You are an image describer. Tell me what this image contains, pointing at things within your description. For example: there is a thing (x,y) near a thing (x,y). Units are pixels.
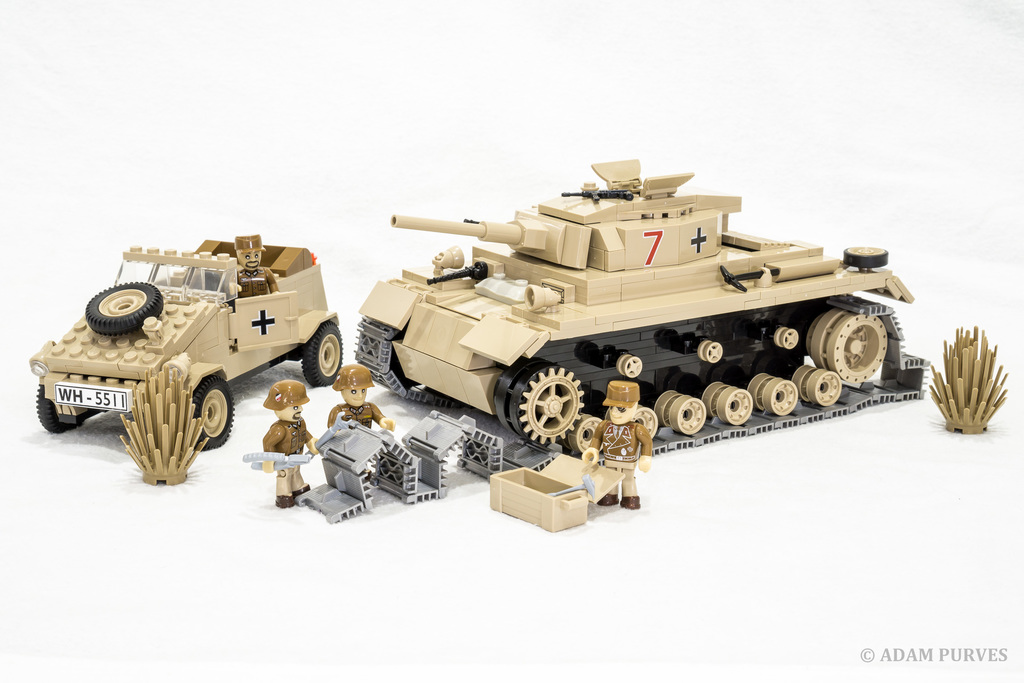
In this image there are toys (978,411) on the surface (724,540). There are vehicle toys (774,292). A person (260,285) is sitting in the vehicle (217,326). Few person toys (331,417) are standing. They are wearing caps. Background (993,287) is in white color. Right bottom there is some text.
